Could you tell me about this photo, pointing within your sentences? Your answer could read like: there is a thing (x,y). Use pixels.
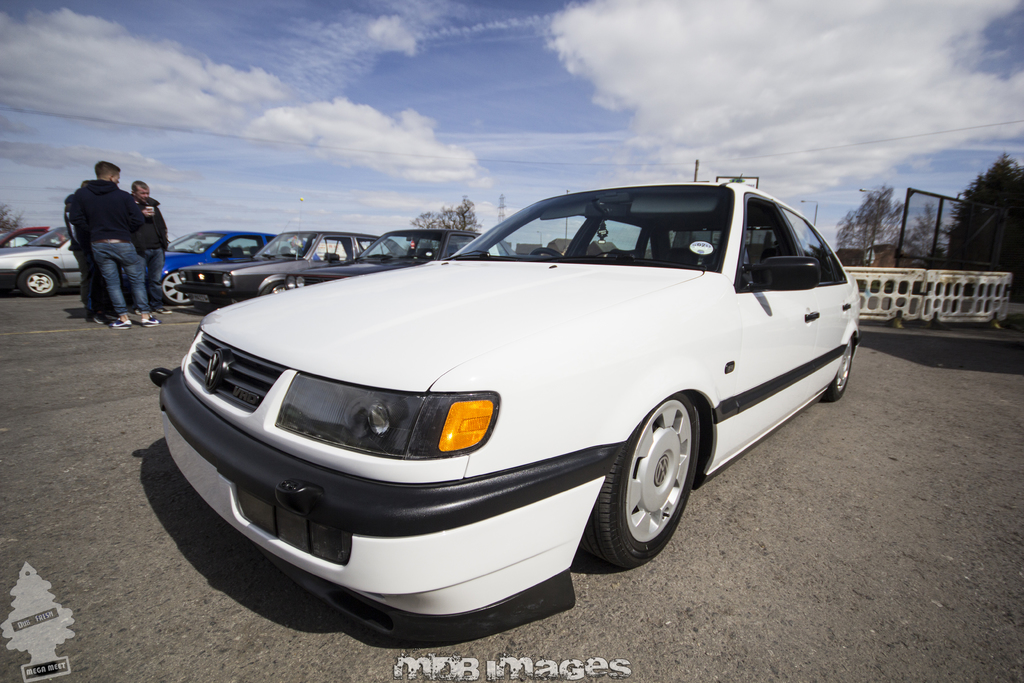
In this image we can see some men (108,294) standing and some vehicles (635,332) parked on the ground (457,648). In the right side of the image (998,225) we can see barricades (869,290), group of trees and some poles (899,262). At the top of the image (798,197) we can see the cloudy sky (540,7). At the bottom of the image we can see some text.
